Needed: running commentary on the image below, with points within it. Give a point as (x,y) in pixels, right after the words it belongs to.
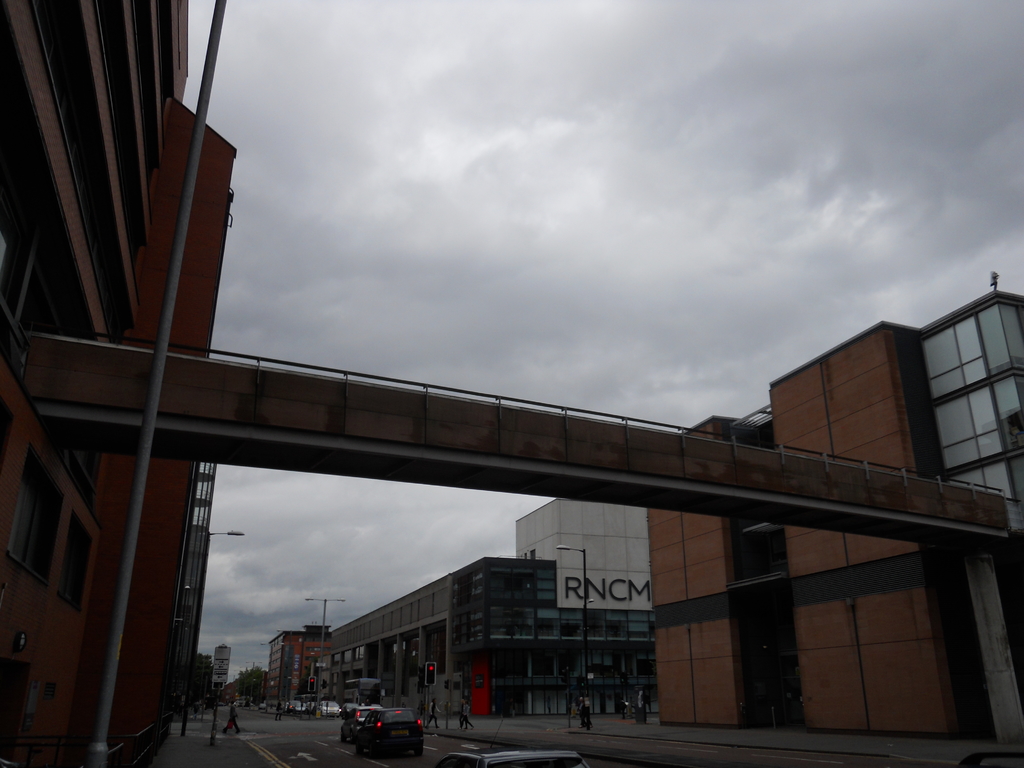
In this picture I can see buildings (599,581) and few cars (372,705) on the road (452,748) and I can see few people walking and few pole lights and trees (246,676) and I can see text (622,597) on the wall (601,588) of the building (629,559) and I can see foot over bridge (874,489) and a cloudy sky (418,353).
